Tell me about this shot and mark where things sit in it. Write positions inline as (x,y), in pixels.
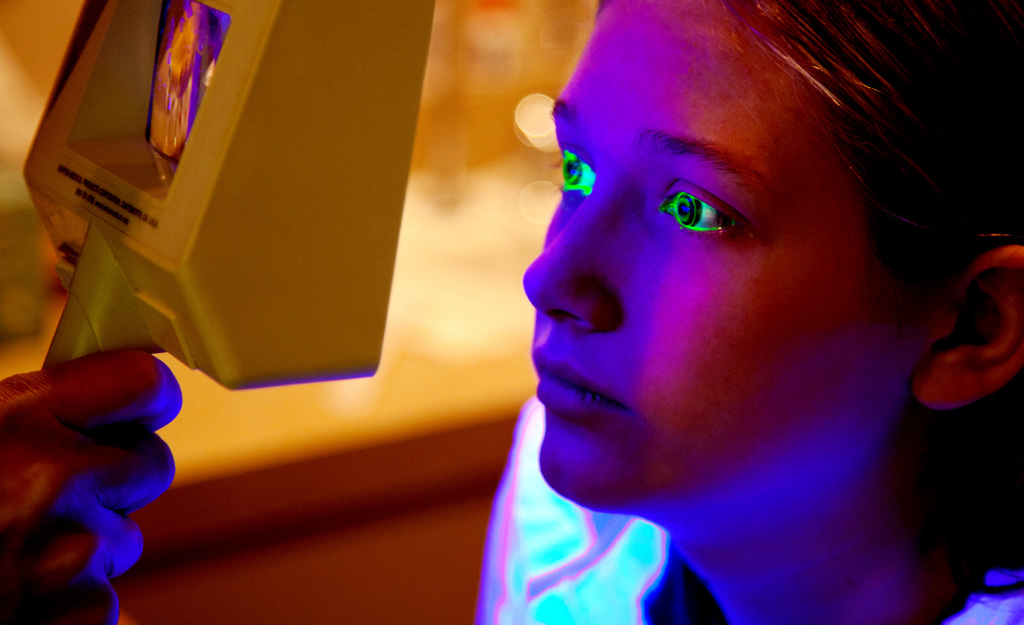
In this image I can see the person's face (644,300). In front (77,451) I can see the person's hand (85,430) holding some electronic device (293,196) and I can see blurred background (447,306).
